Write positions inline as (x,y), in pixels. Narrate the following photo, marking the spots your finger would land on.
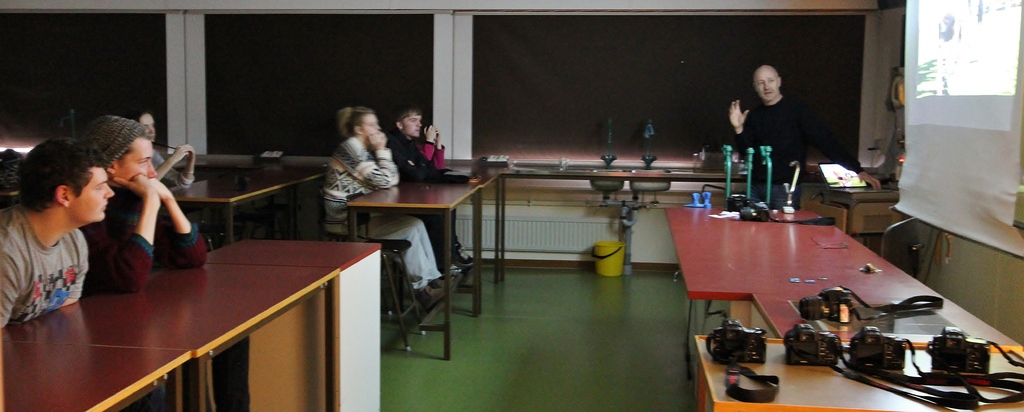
In this picture there is a table (718,209) on the right side of the image (759,261), on which there are cameras (901,350) and there is a projector screen (929,85) and a man (814,120) on the right side of the image (808,114), he is explaining, there are people (429,135) those who are sitting on the benches (406,184) on the left side of the image (105,217) and there is a bucket (622,249) on the floor (575,275) in the center of the image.
